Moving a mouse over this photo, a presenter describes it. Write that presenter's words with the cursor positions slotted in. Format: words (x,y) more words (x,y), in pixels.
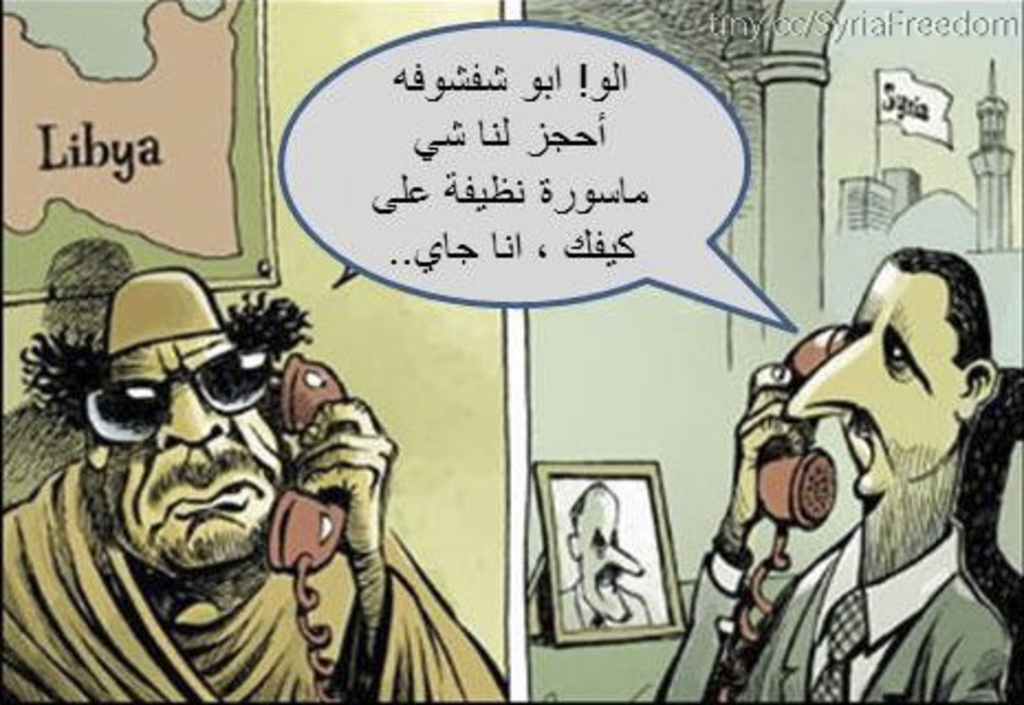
In the image we can see there is a cartoon animation picture (783,304) and there is a collage of pictures (701,456) in which there are men (106,564) and they are holding telephone receivers (338,379). Behind there are buildings (995,231) and there is a map (180,140) and its written ¨Libya¨. There is a photo frame (593,580) kept on the table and there is a message pop up (534,182).
